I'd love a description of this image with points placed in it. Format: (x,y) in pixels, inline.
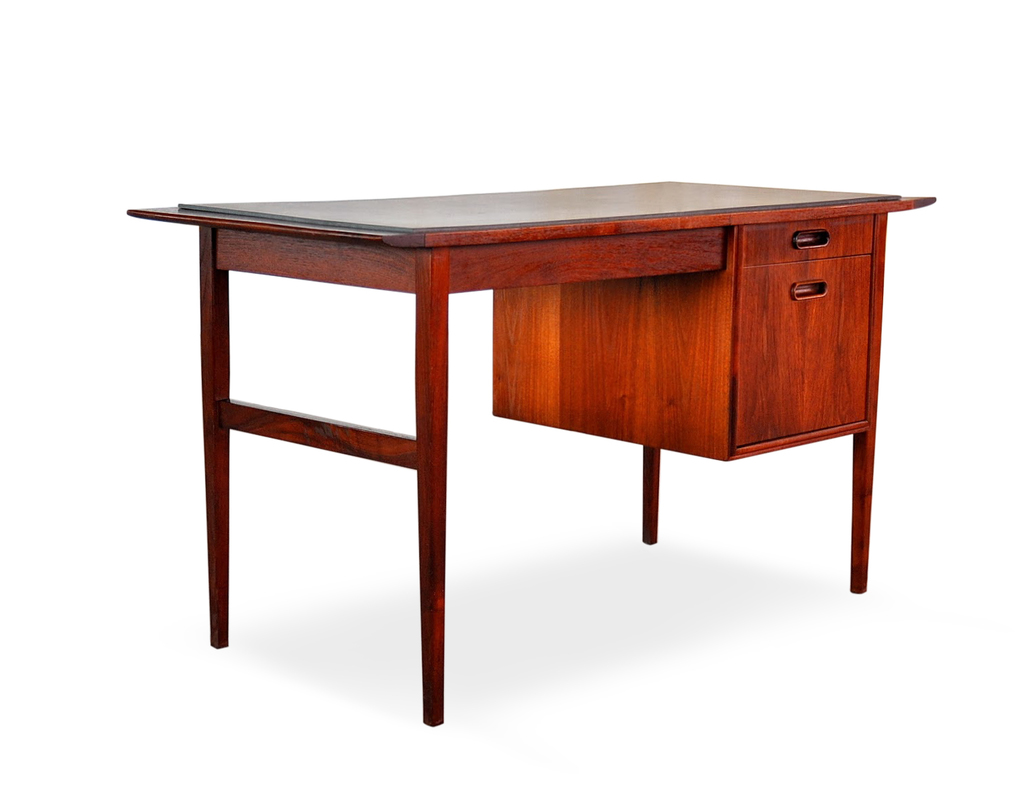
In this image I can see the table (640,414) in brown color and I can see the white color background (908,390).
